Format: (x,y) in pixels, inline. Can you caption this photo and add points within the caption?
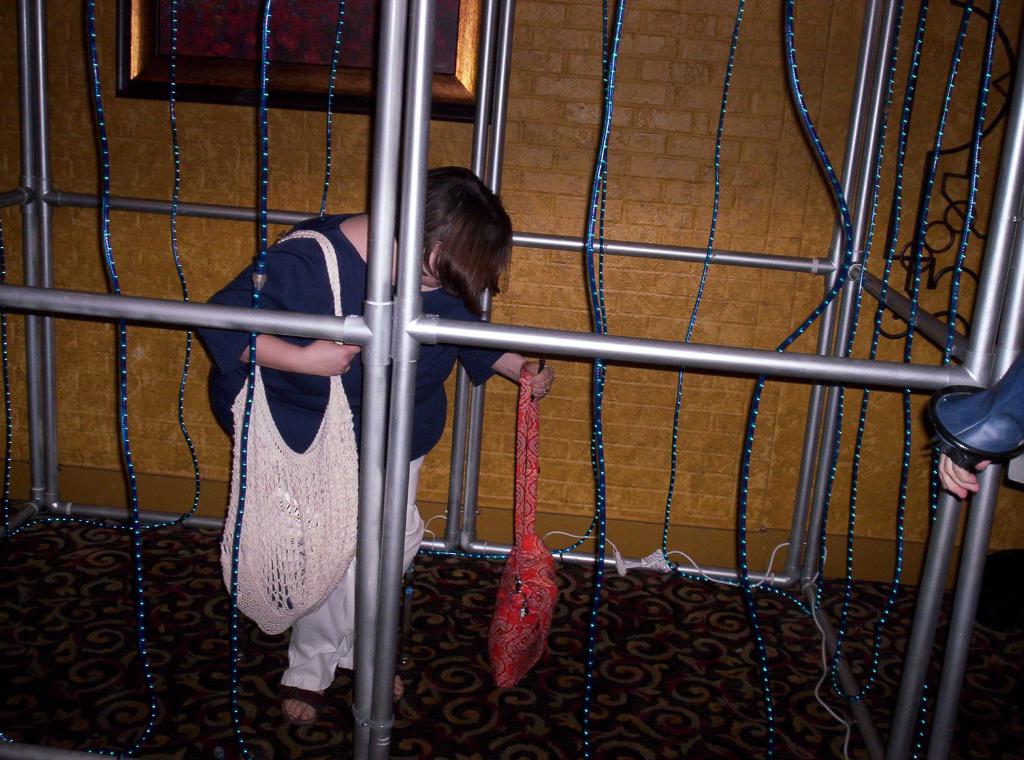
This image is taken indoors. At the bottom of the image (480,686) there is a floor (426,637). In the background (323,188) there is a wall (623,117) with a picture (241,28). In the middle of the image (346,259) a woman (316,647) is standing and she is holding two handbags (348,531) in her hands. There are a few iron bars (377,413) and there are many rope lights (848,232). On the right side of the image (947,461) there is a hand (971,480) of a person (959,475).
